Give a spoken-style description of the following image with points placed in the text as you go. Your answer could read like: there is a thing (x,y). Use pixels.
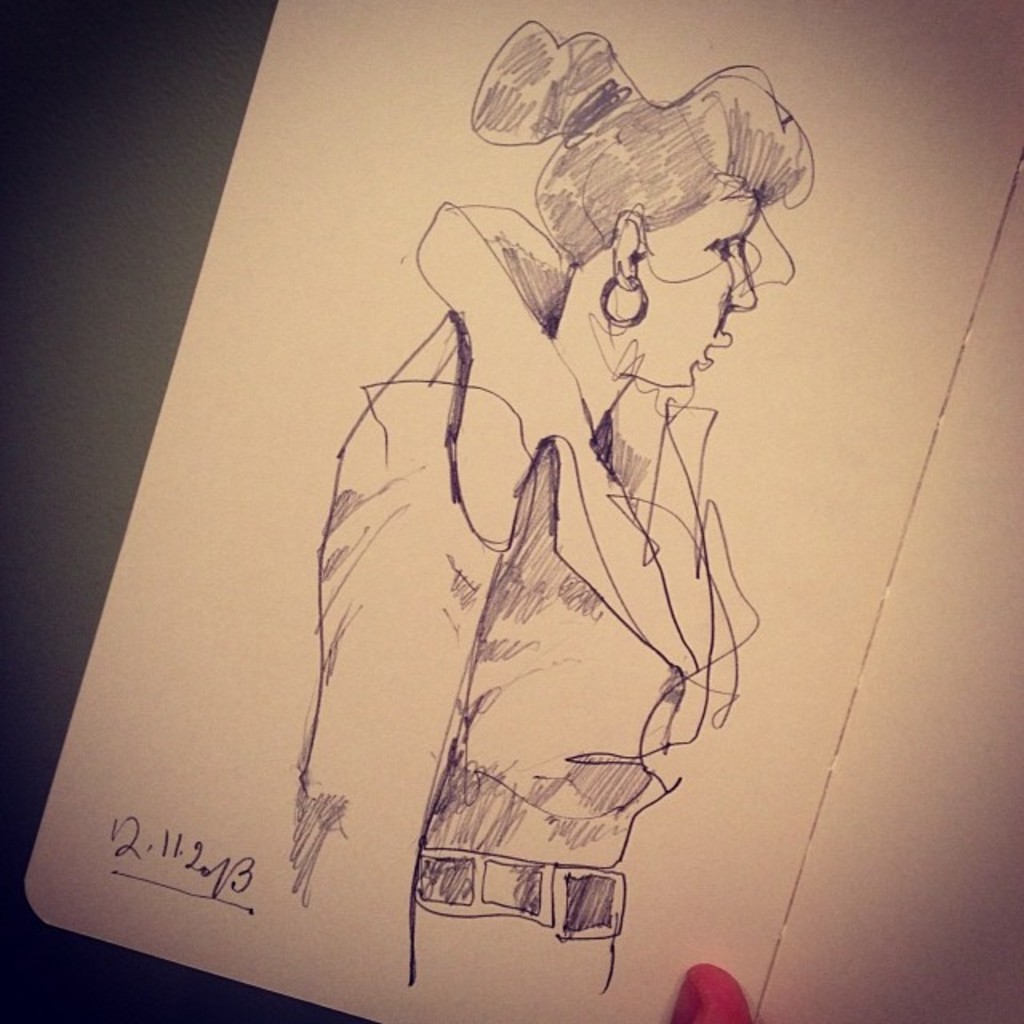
In this image there is one book (365,302) and in the book (538,450) there is a drawing (452,775) and some text (203,896). At the bottom (712,1006) there is one person's finger (702,990) is visible, and in the background (211,103) it looks like a table (116,365).
